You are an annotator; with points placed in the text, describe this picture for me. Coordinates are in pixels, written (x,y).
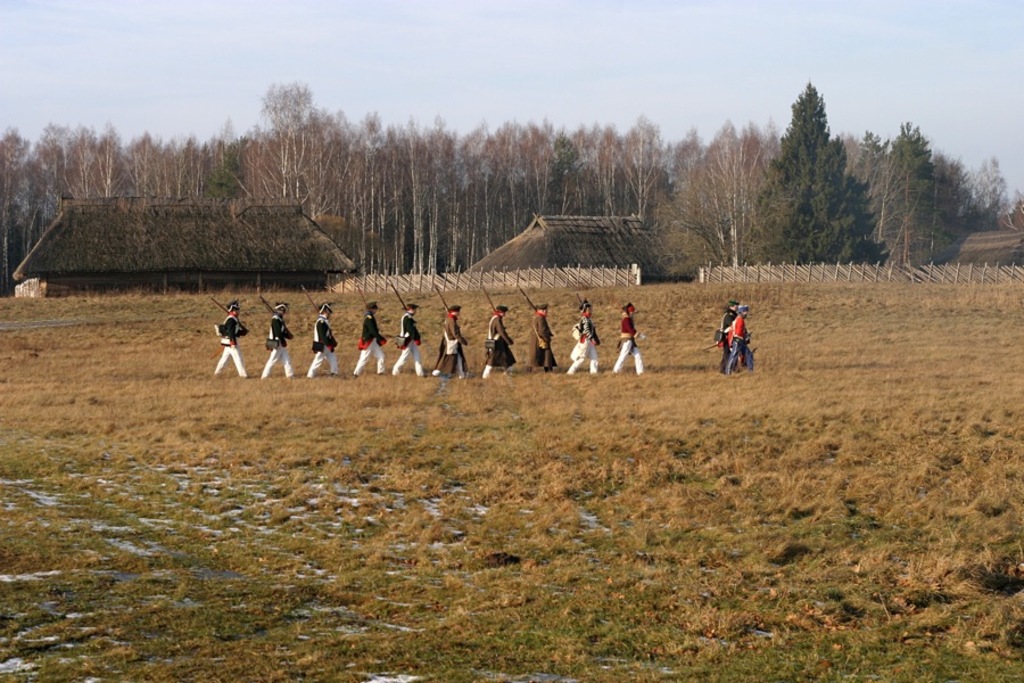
In this picture there are people (319,357) in the center of the image (631,326), they are walking in series and there are huts (633,231) and trees (844,196) in the background area of the image (519,210), there is grassland (581,458) at the bottom side of the image (638,511).
